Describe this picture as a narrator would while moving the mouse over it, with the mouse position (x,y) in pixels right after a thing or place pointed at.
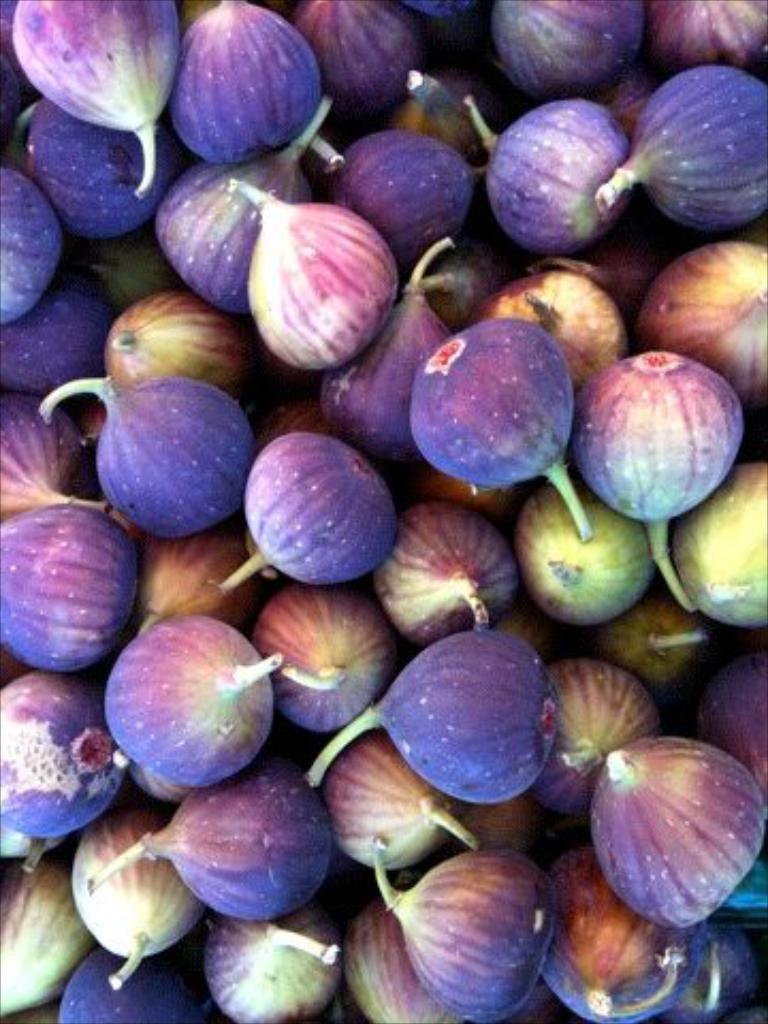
In this image I can see there are fruits (422,394) in brinjal color.
